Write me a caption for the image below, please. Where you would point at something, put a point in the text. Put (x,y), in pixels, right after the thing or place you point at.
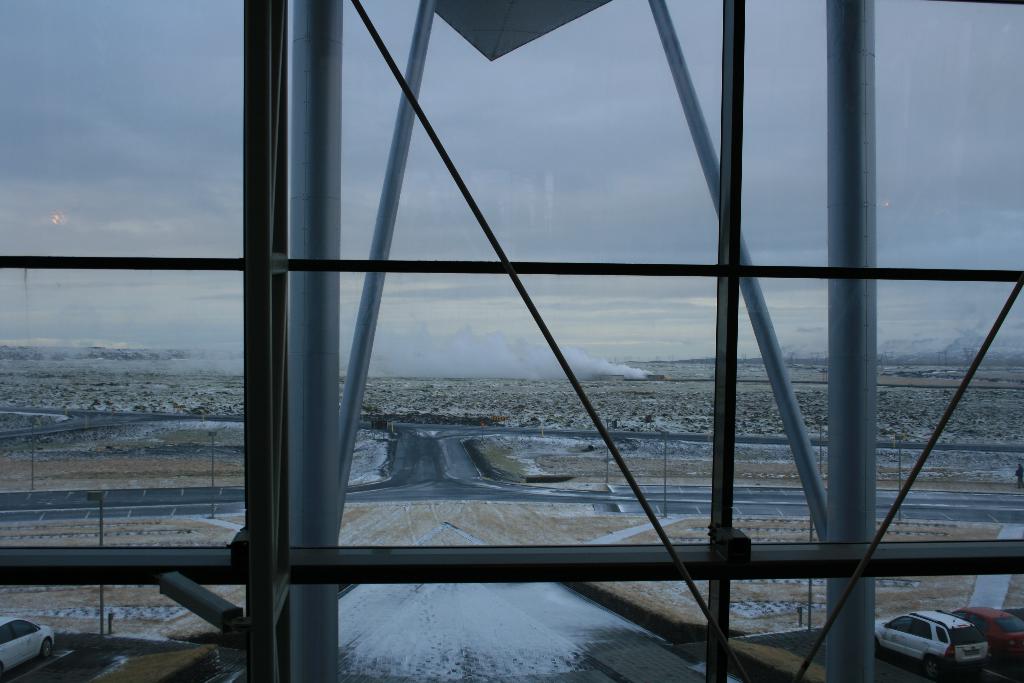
In this picture I can observe road (416,466) in the middle of the picture (403,441). I can observe metal rods (276,461) in this picture. In the background (495,166) I can observe clouds (525,134) in the sky (525,175).
